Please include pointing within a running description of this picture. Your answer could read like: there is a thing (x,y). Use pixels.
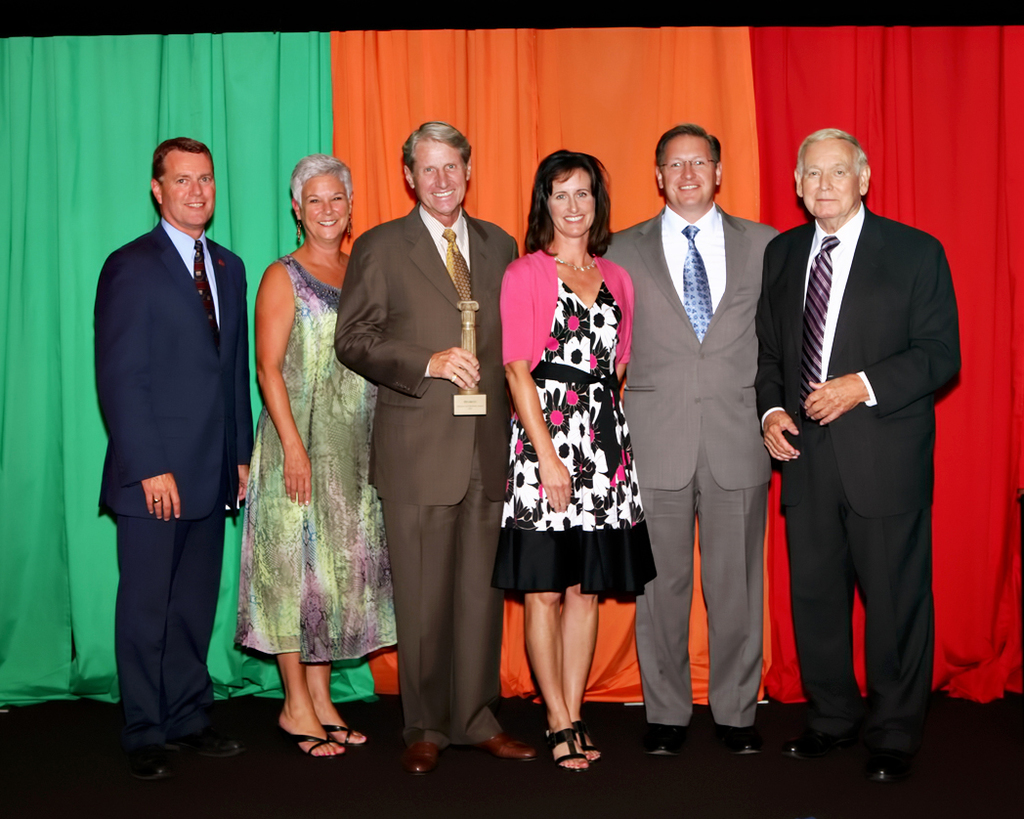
In the picture we can see some people (395,621) are standing and giving a pose to the photograph, they all are smiling and one person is holding an award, in the background (57,266) we can see a curtain (991,425) which is green, orange and red in color.
